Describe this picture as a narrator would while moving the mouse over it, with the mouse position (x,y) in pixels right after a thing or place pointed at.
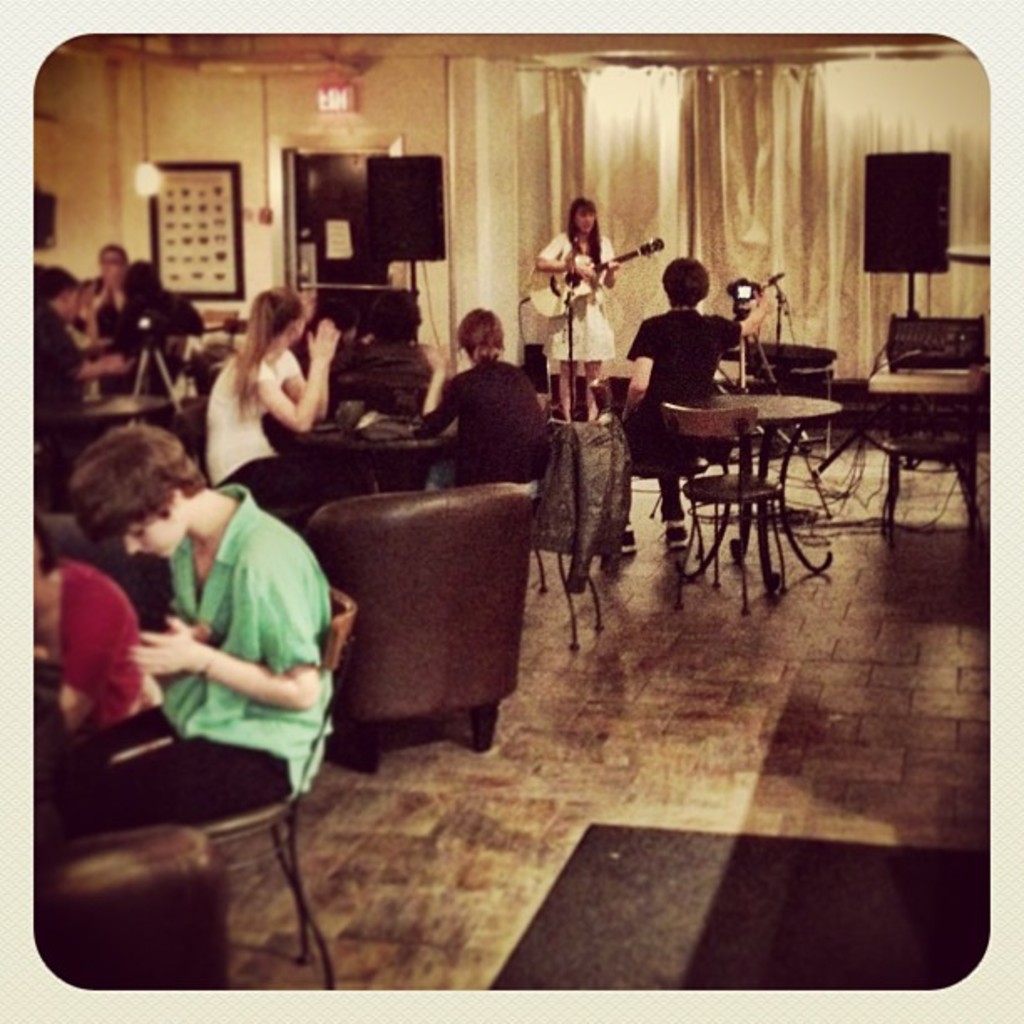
In this image there is a floor (785,676) which is of brown color and some peoples (528,475) are sitting on the chairs (475,599) and a girl (602,300) singing a song and there is a wall (800,157) which is covered by white color curtains (543,153).
